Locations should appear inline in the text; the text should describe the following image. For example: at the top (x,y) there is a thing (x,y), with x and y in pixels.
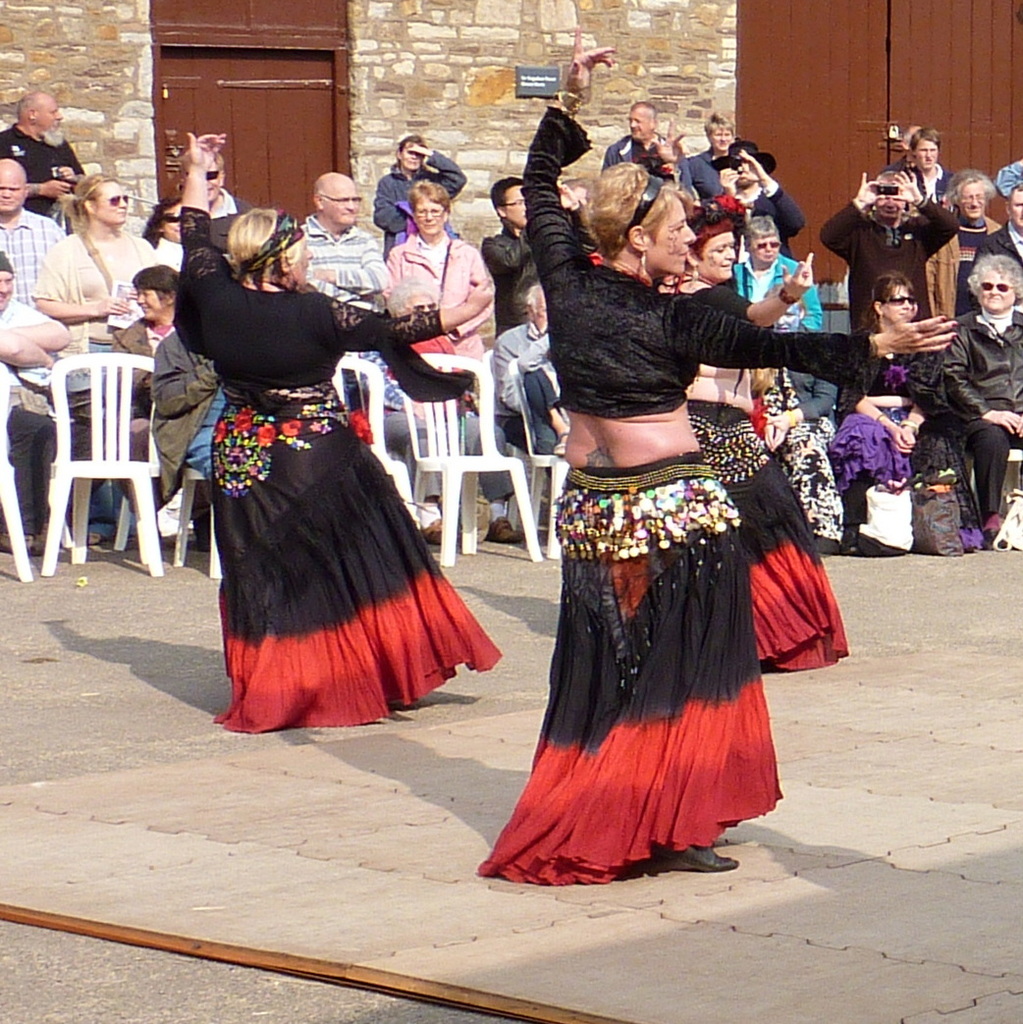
There are three women (627,493) dancing and few people (451,240) are standing and few were sitting on the chairs (490,435). At background (406,87) I can see a wall (471,105). I think these are the wooden doors (833,103).
